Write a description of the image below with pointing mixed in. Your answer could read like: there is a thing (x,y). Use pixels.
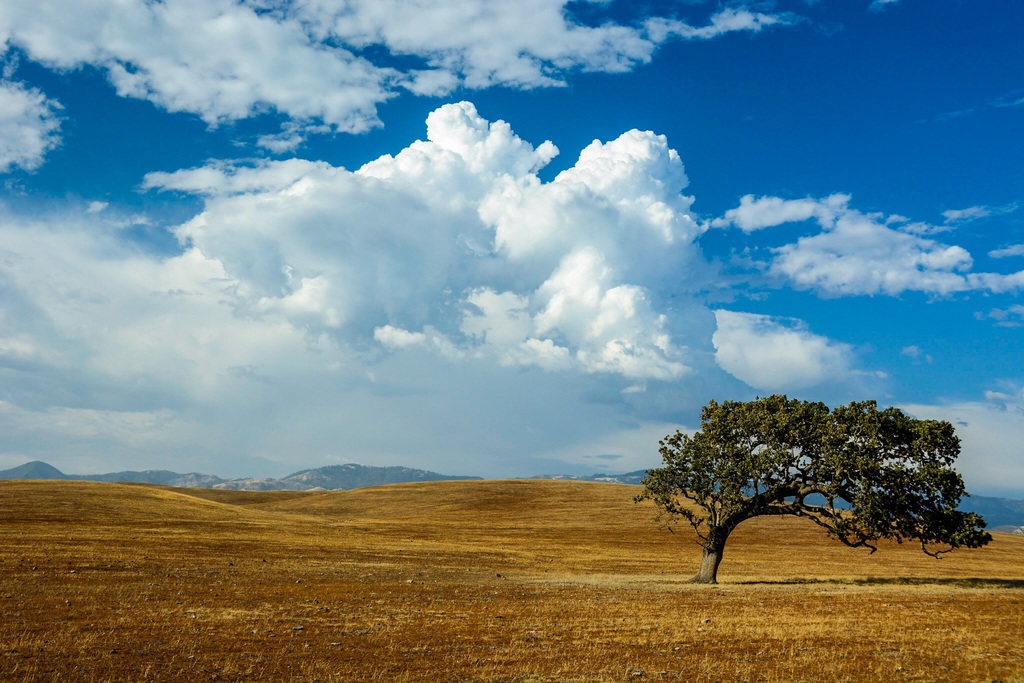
The image is taken in the fields (421,604). In the foreground of the picture (484,612) there are stones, grass (622,612), land (677,535) and tree (718,518). In the center of the picture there are hills (528,479). At the top (34,166) it is sky (543,451), in the sky (901,326) there are clouds (471,303).
